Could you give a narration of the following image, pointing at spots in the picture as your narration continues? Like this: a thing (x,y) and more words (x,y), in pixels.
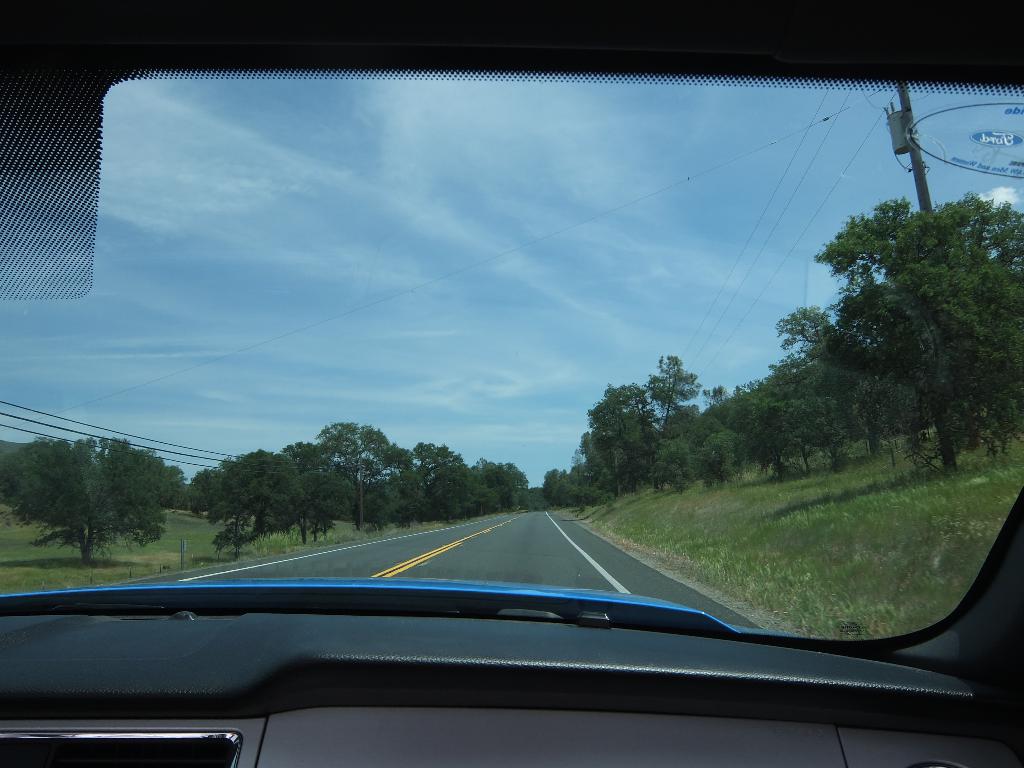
In this image from the dashboard (514,640) of the car (453,33) we can see the road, on the either side of the road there are trees (229,476), at the top of the image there are electrical cables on the poles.
